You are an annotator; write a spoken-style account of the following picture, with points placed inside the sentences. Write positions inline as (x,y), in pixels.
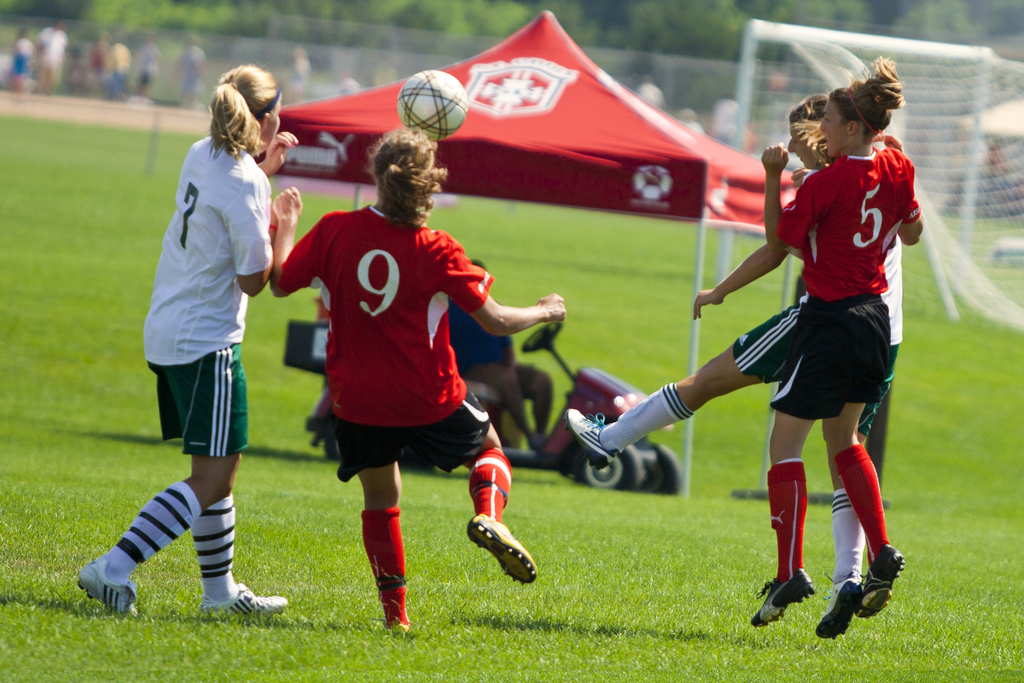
In this image there are some persons (238,378) standing in middle of this image (371,328) and the person (220,313) standing on the left side of this image (157,303) is wearing white color t shirt (192,236). There is one person (546,404) sitting on a vehicle (584,383) as we can see in middle of this image (556,427). There is a tent (543,153) on the top of this image (536,116) and there are some trees (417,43) in the background (228,35) and there are some persons (110,48) standing on the top of this image (63,57).
